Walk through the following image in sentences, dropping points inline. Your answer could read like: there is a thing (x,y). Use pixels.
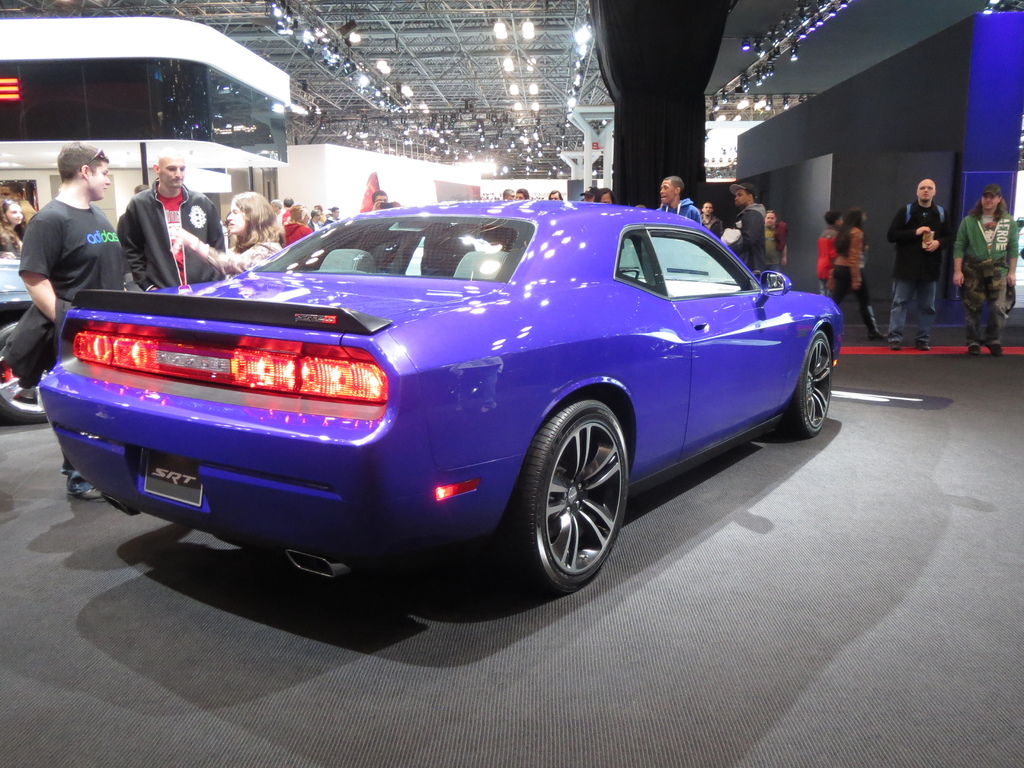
In this image, we can see a purple color car (464,423) is parked on the floor (694,616). Background we can see a group of people (992,324), wheel (14,380), pole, pillars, walls (302,182). Top of the image (395,113), we can see rods (447,114) and lights (501,36).
